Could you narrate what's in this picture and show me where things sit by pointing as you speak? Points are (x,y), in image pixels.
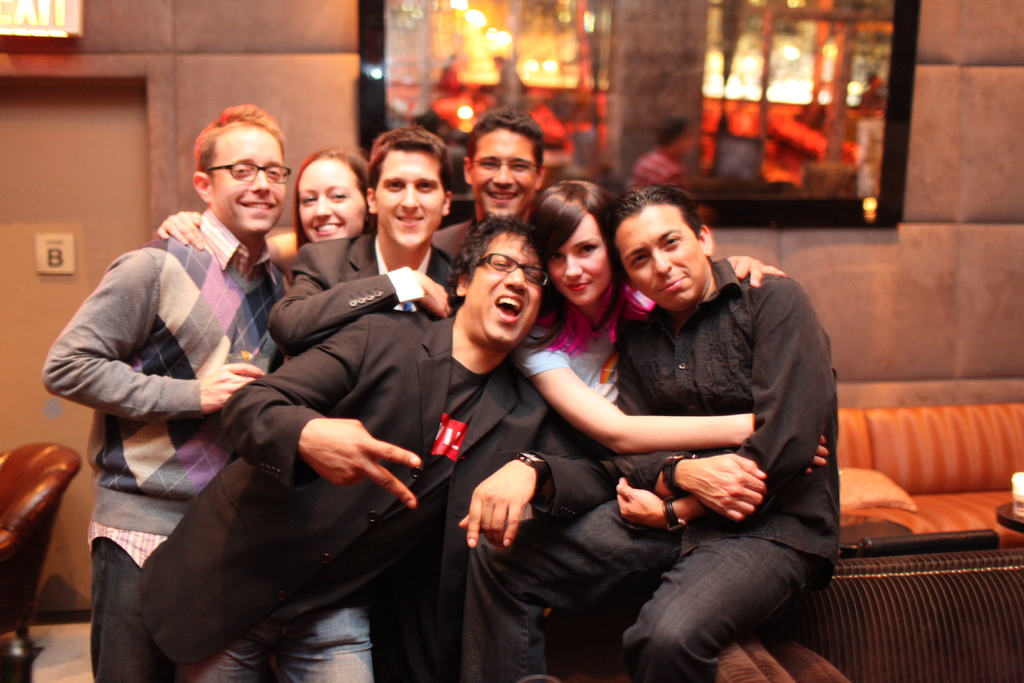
In this image we can see there are people (610,450) standing on the floor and there is another person (670,479) sitting on the couch (787,628). And at the back (903,466) there are couches (921,495) and pillows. And there is the photo frame (664,67) attached to the wall (150,102) and at the side there is the door (69,186) and top of the door (46,172) there is the board (28,9).
